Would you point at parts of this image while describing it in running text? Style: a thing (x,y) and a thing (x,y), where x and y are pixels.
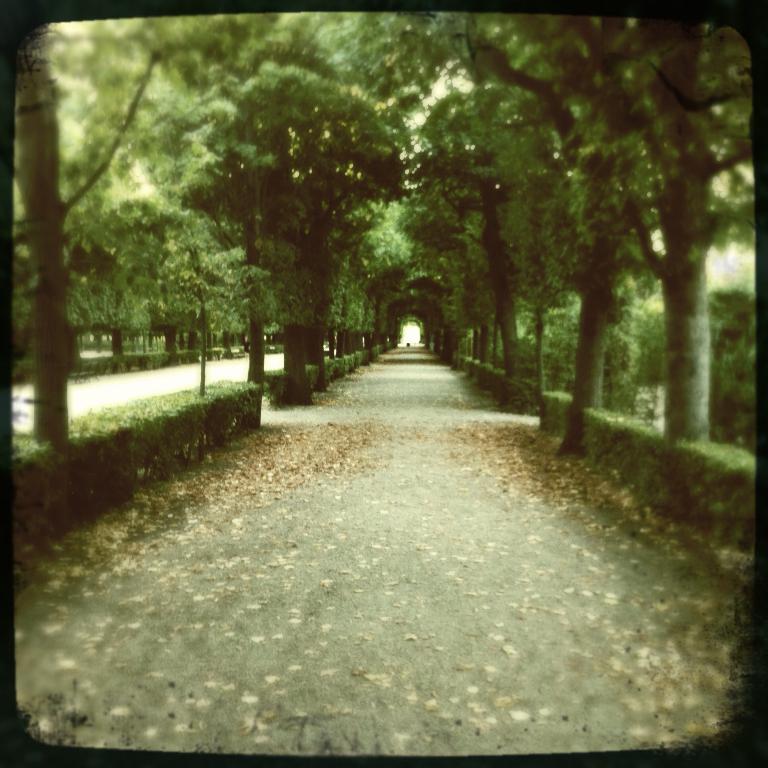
In this image we can see there are so many trees (18,134) behind the roads (421,520).
